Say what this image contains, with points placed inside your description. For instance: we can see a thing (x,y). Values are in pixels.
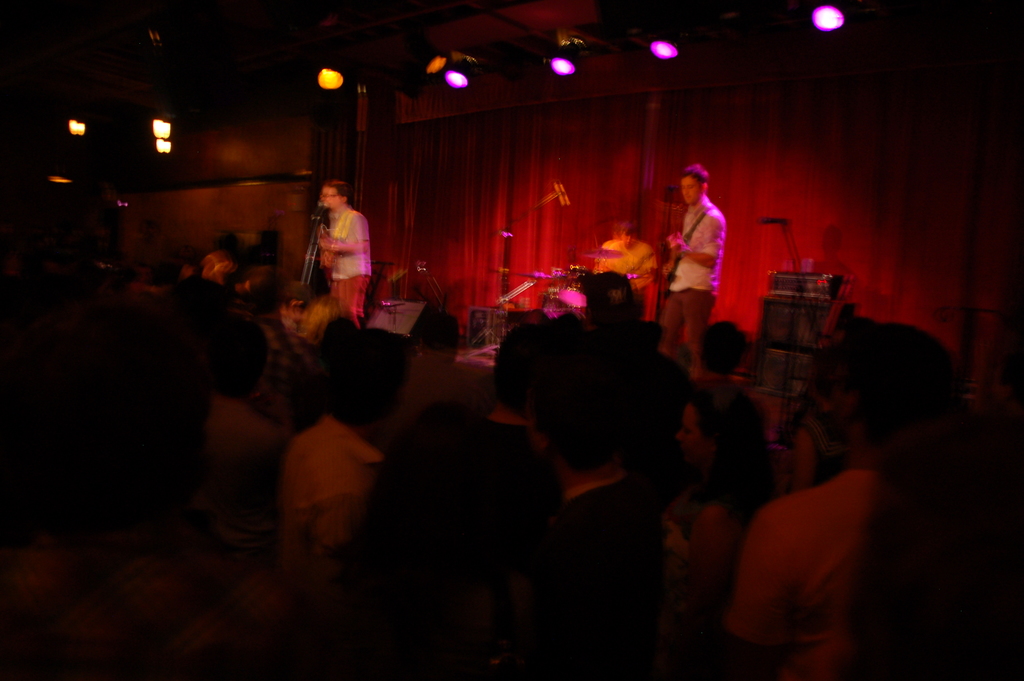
This image consists of two men (342,290) playing guitars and standing on the dais (479,355). At the bottom (486,498), there is a crowd (486,498). In the background (842,164), there is a curtain (347,115) along with the lights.
